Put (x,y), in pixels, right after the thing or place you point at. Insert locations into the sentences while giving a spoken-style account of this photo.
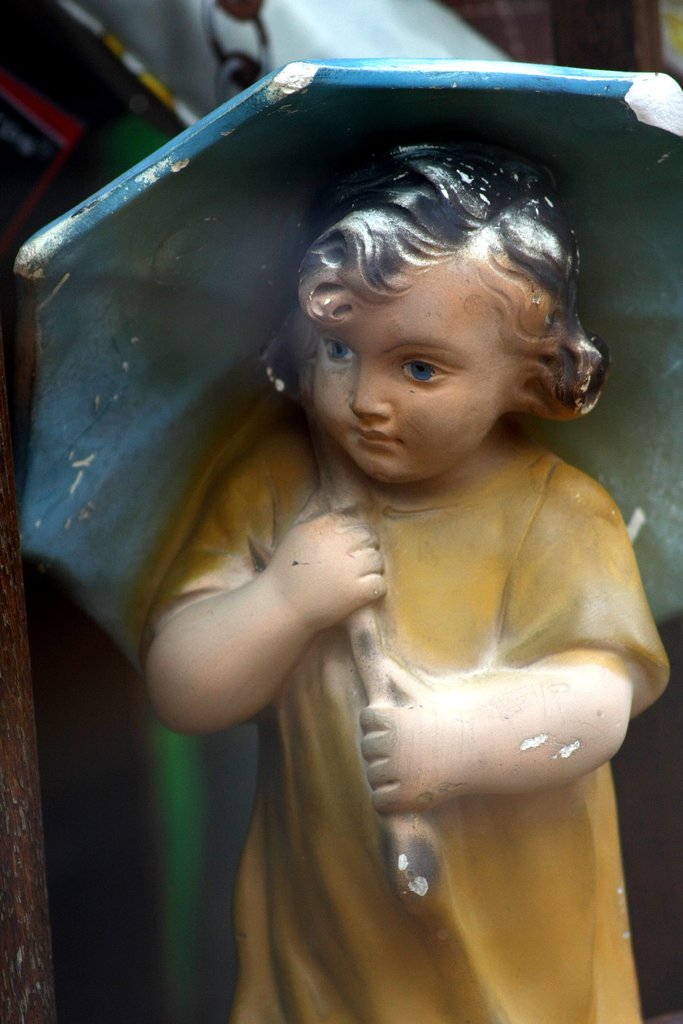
In the image there is an idol (510,440) of a baby (467,376) holding an umbrella (329,138).
